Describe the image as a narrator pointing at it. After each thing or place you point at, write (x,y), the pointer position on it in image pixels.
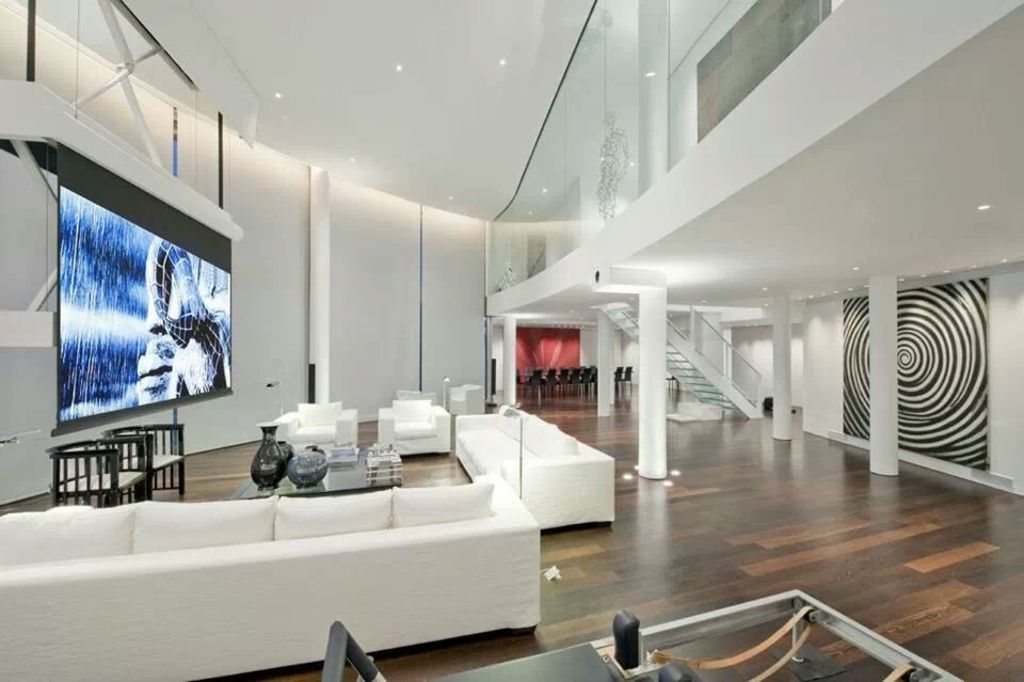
In this image I can see a couch (456,546) and pillows (317,510). There are two chairs (163,453). On the table (363,480) there is a vase (273,466). On the left side (144,332) there is a screen (98,341). There are stairs (704,377) and a pillars (652,372). At the back side (402,322) there is a white wall (372,324).
